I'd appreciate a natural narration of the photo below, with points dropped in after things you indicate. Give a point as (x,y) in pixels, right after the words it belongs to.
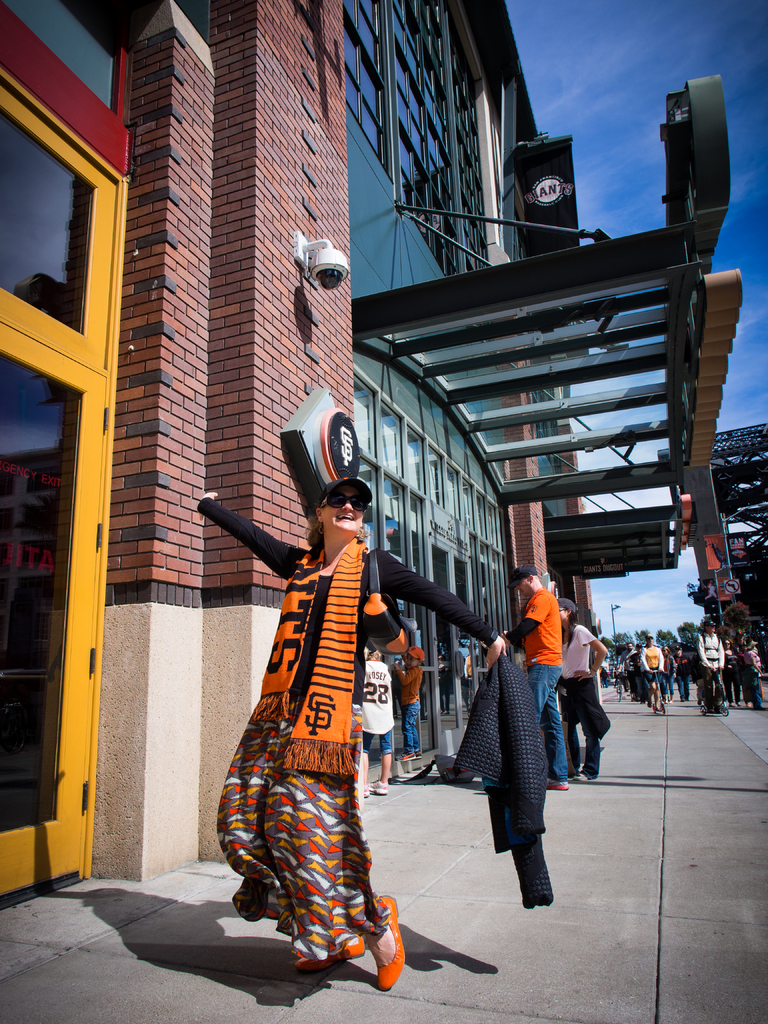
In this image we can see a few people (568,709), some of them are riding on the scooters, a lady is holding a jacket (512,730), there is a door (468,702), CC camera (333,271), light pole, buildings (477,156), windows (426,612), roof top (554,270), also we can see the sky (690,35).
